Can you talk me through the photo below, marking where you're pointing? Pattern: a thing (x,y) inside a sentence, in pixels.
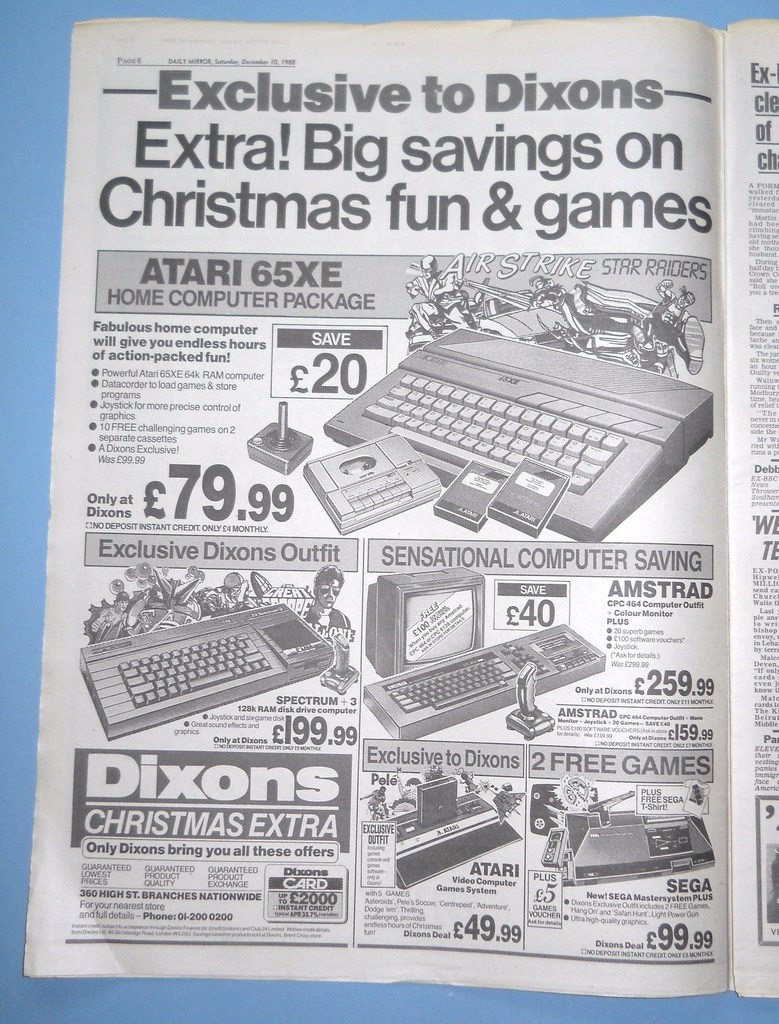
In the center of the image (486,534) we can see a newspaper (443,961) placed on the table (138,1010).
